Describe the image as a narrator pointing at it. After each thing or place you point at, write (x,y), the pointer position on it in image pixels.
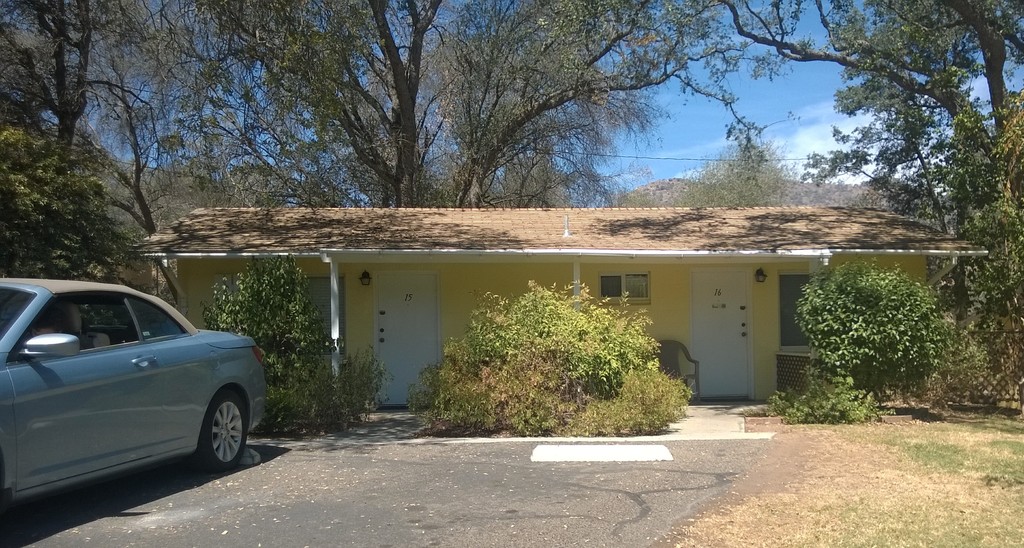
In this image I can see the plants (549,346) and the house (460,290) with doors (407,327) and boards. I can see the chair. To the left (71,402) I can see the vehicle (71,402). In the background (664,107) I can see the clouds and the sky (677,107).
